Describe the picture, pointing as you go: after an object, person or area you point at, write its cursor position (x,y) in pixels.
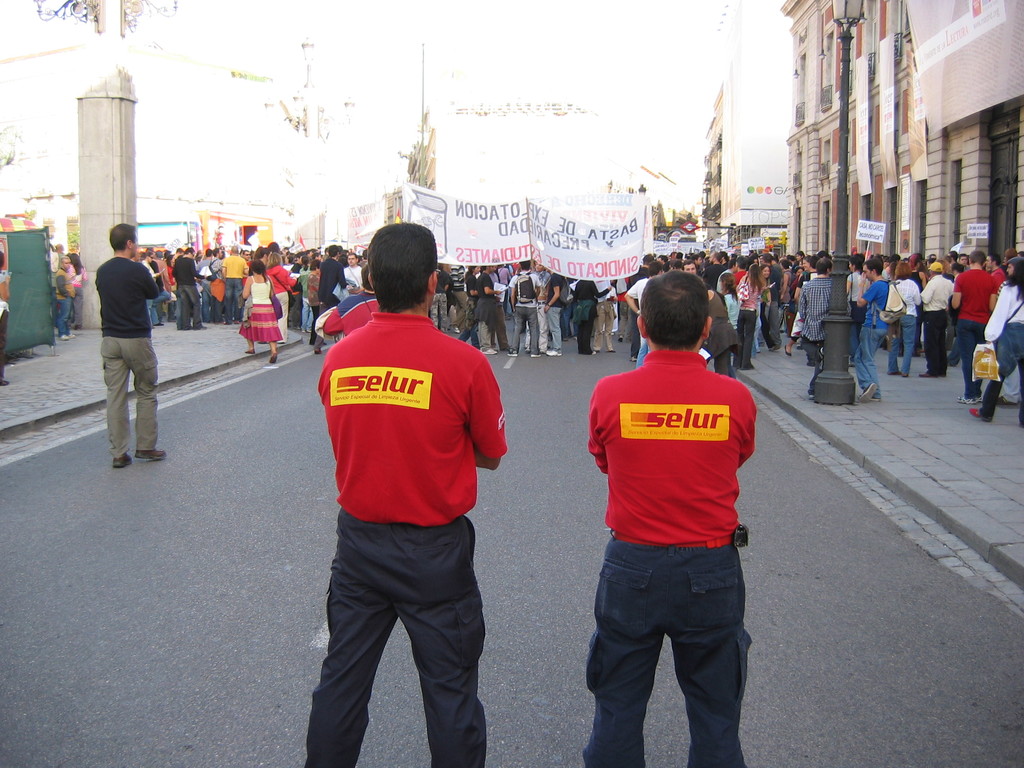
In this image on the foreground (560,459) two person (410,395) wearing red t-shirt (359,446) and black pant (648,652) are standing. In the background (288,279) there are many people (754,324). Here there is a banner (479,214). On both sides of the road (195,385) there are buildings (446,156). Few people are holding placards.
